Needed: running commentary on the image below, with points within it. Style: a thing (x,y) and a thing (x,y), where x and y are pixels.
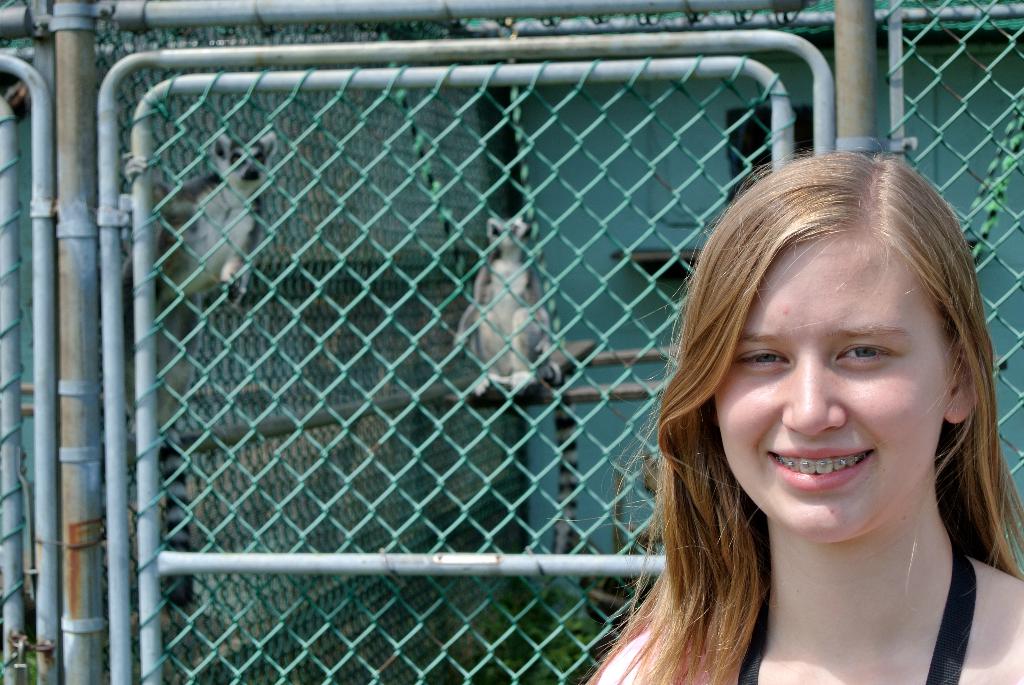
In this image we can see a woman (766,499). We can also see a metal fence (110,274), a wall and some animals (555,367) beside the fence (485,434).
